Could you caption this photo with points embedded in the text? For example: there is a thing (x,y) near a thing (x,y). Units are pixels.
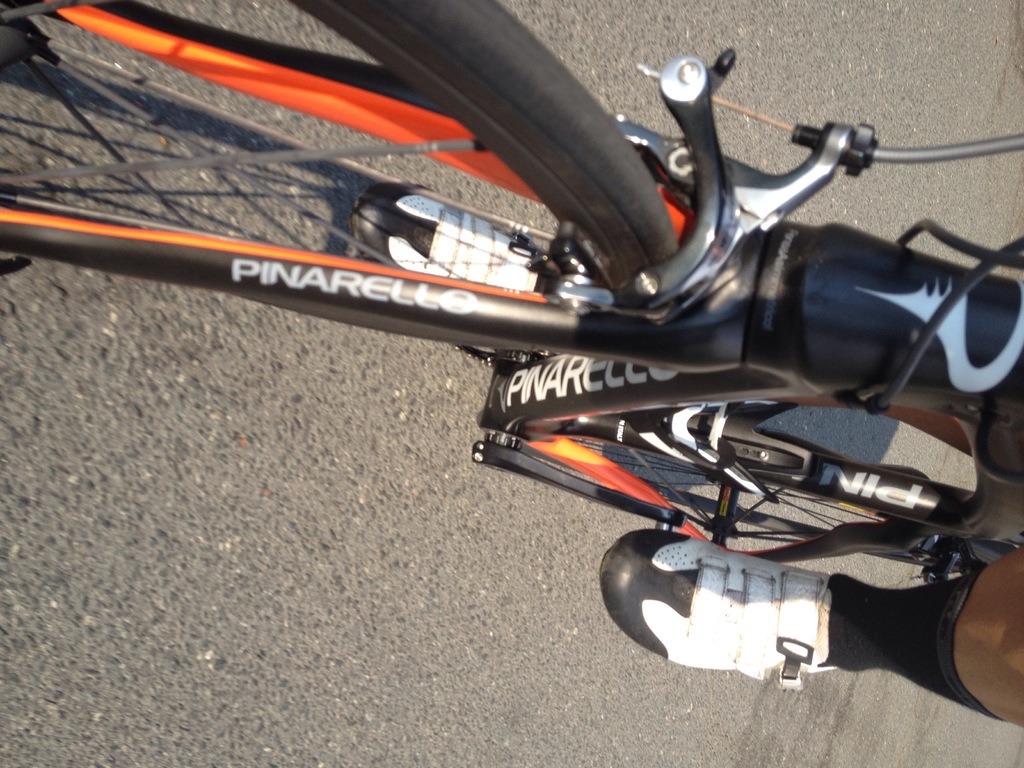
In this image there is a bicycle (522,123). Right bottom a person's leg (972,682) is visible. He is riding the bicycle (487,339) on a road (113,646).
